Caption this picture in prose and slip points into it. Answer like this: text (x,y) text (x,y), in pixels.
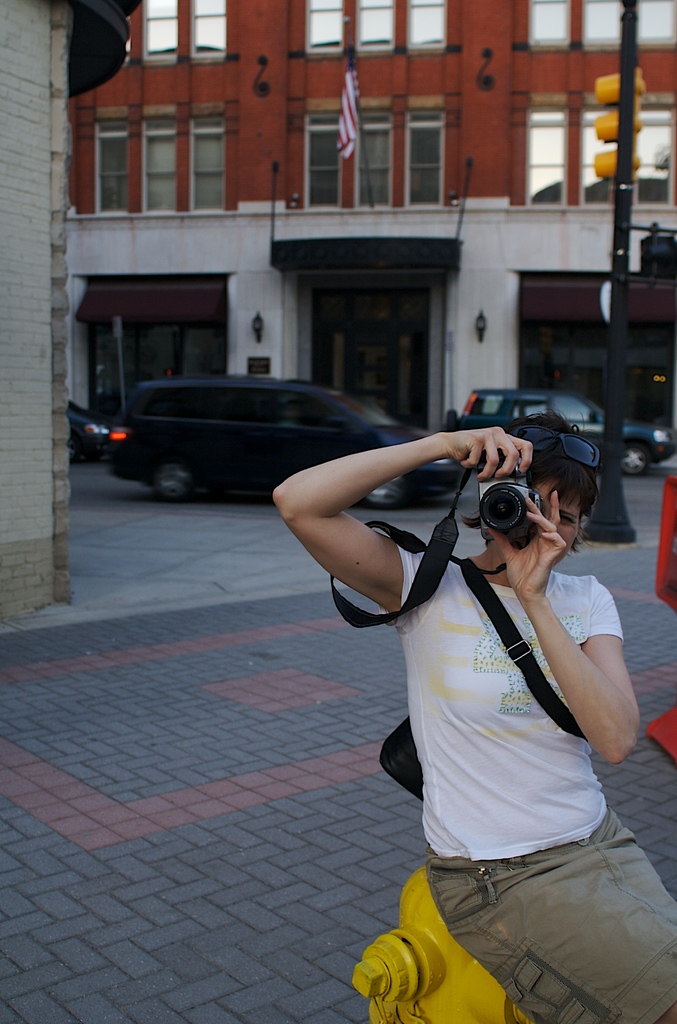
This picture is clicked in the city (74,735). Woman (568,645) on the right bottom of this image (507,839) wearing white T-shirt (479,784) is holding camera (502,489) in her hands (492,454). She is also wearing spectacles (569,445) and also bag (393,750) which is black in color. She is sitting on yellow color fire hydrant (440,982). Behind her, we see cars (175,433) moving on the road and we even see a traffic signal (601,126). Behind that, we see building (464,240) which is in white and red color. On building (360,104), we see a flag (348,124). On the left of this picture (70,143), we see a wall (17,343) which is made of bricks (14,423).
